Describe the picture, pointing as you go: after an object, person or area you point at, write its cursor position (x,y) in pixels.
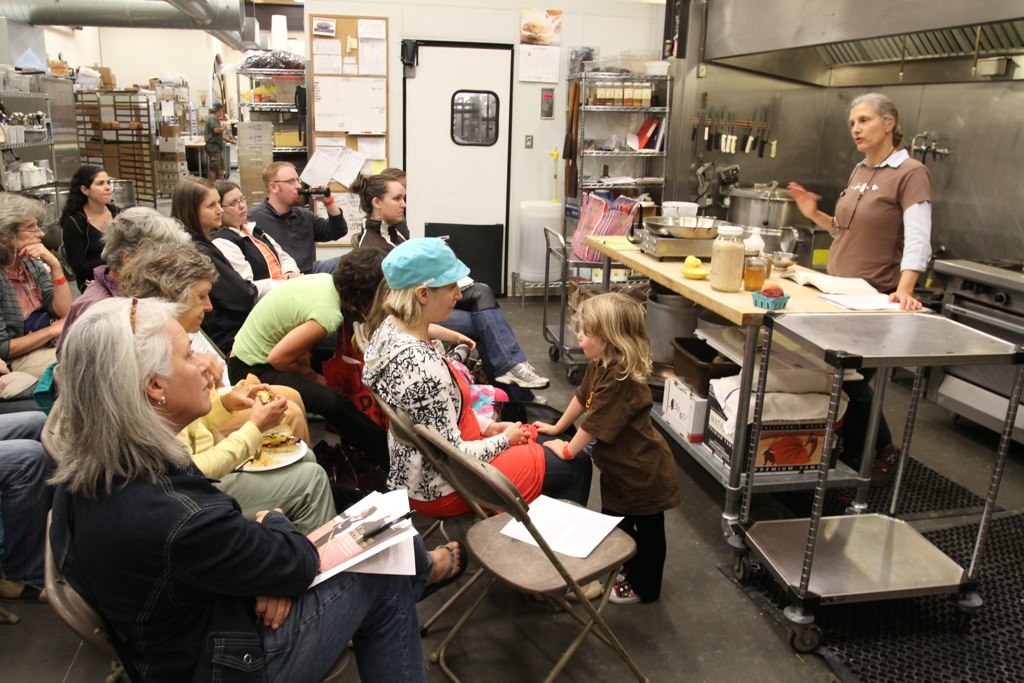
A woman (878,427) is standing and speaking in the left (182,662) group of people (145,646) are sitting on the chairs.
